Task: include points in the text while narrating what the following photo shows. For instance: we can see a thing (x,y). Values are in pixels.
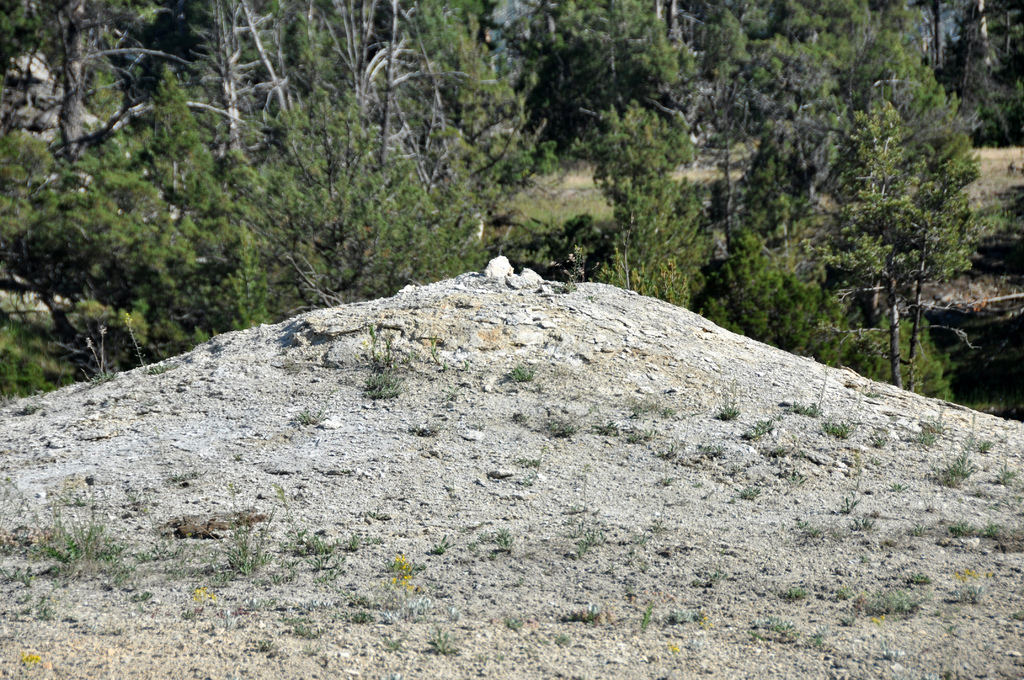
In this picture there is a sand ground (559,412) and there are trees (569,105) in the background (503,104).
